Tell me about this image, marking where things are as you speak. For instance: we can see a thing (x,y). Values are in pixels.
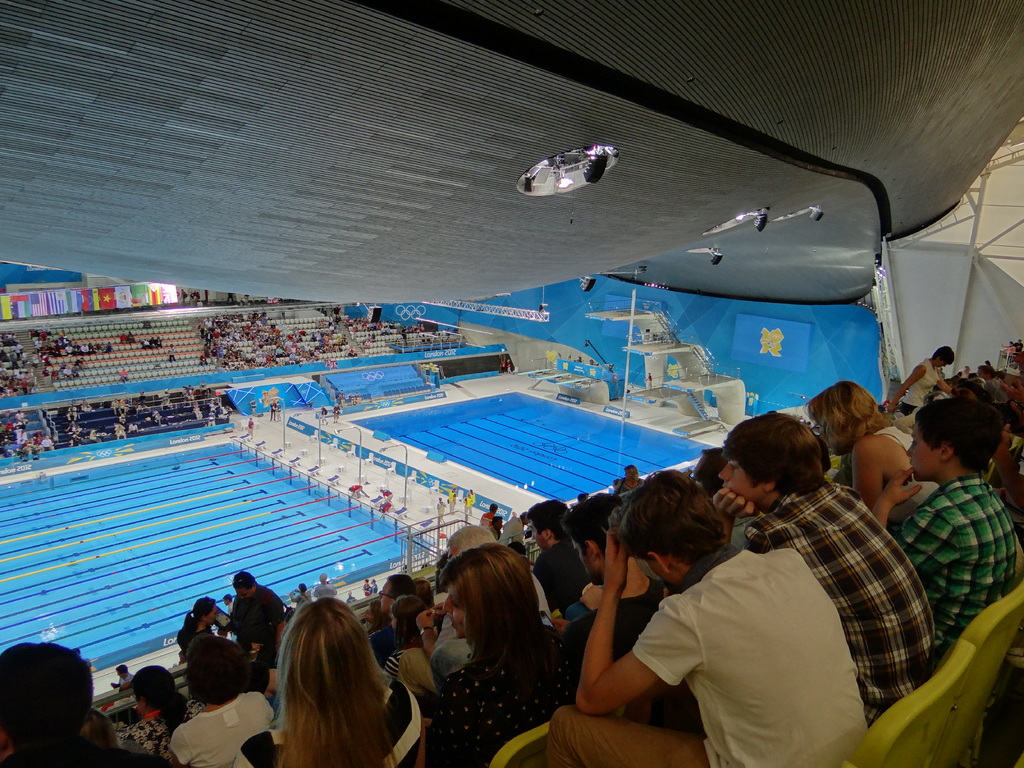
This image is taken inside the stadium (557,320). In this image there is a swimming pool (219,497) at the bottom (168,513). On the right side (748,603) there are so many spectators (602,549) who are watching by sitting in the chairs (894,727). At the top (401,199) there is roof (617,72). There are lines (281,527) in the swimming pool (168,540). On the left side (111,296) there are flags (90,289) which are kept one after the other. It seems like an Olympic games.
